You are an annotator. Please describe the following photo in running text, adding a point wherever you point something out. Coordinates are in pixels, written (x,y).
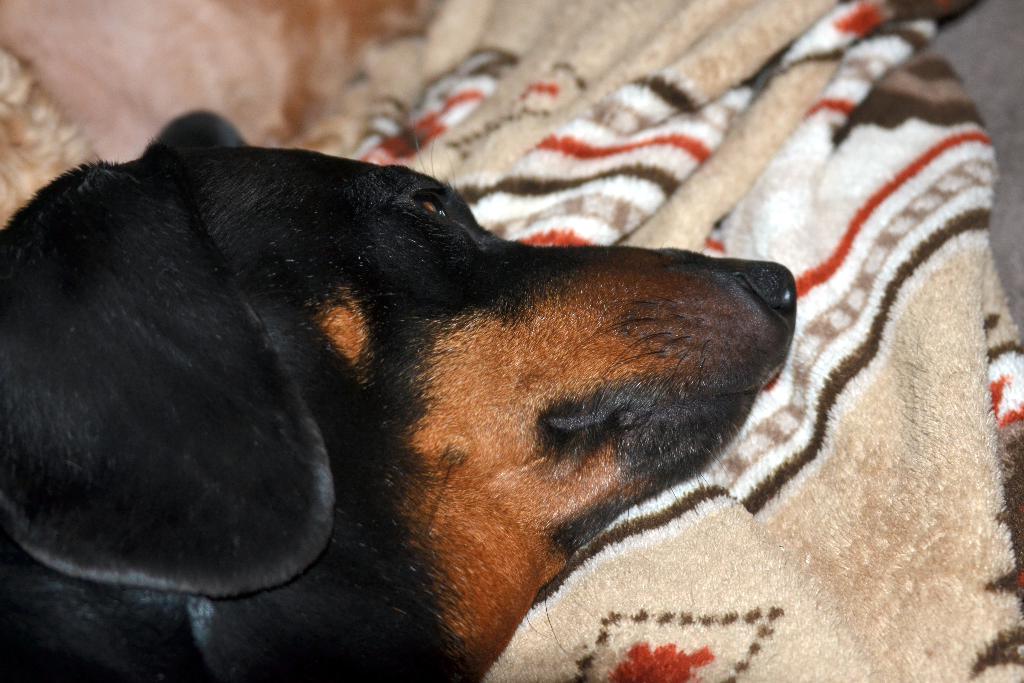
In this image, we can see a black color dog (120,424) and there is a blanket (876,341).
